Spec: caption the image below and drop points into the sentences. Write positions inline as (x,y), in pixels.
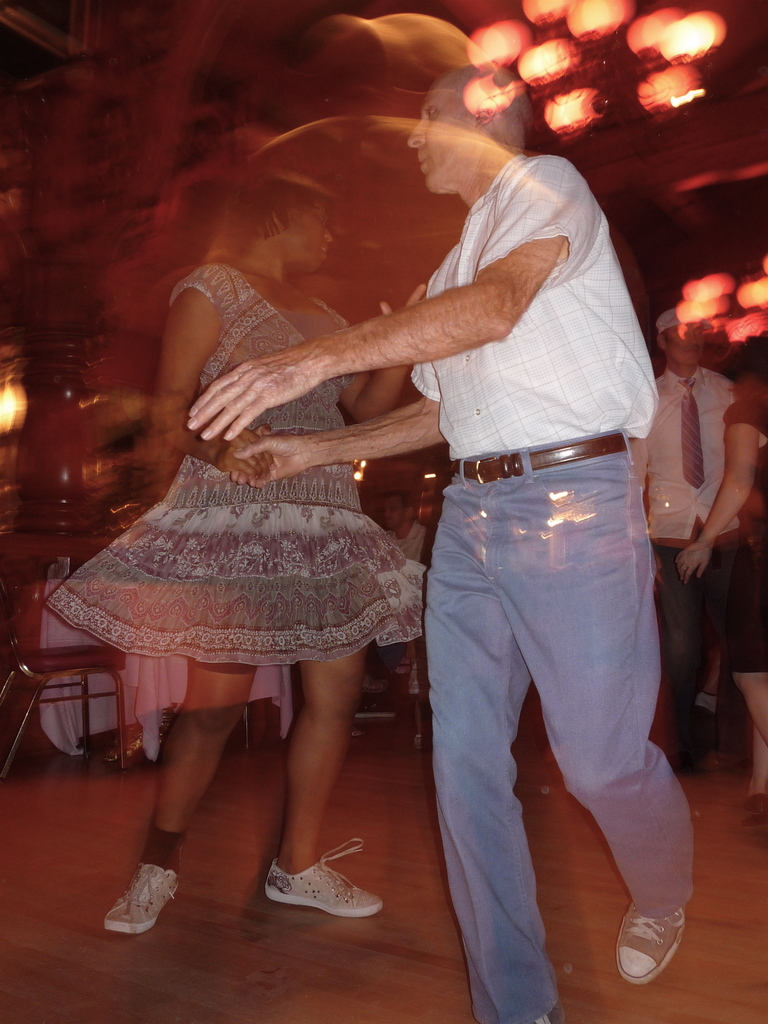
In this image we can see a few people (432,667) dancing on the floor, also we can see a person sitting on the chair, there is a table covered with a white color cloth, at the top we can see some lights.
